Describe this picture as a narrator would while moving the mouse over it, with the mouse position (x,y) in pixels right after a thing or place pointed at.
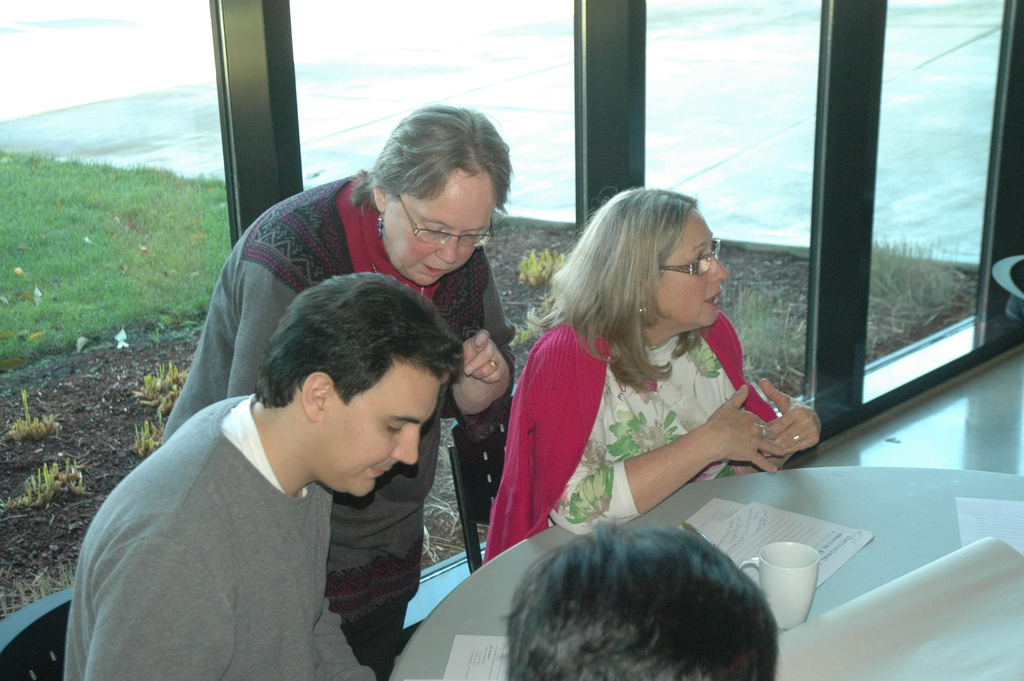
In this image we can see people (531,458) sitting on chairs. There is a table (477,611) on which there are papers (966,553) and mug (791,596). There is a lady (422,248) standing in the background of the image (410,268). In the background of the image (218,172) there is a glass wall (217,180) through which we can see grass (107,305) and plants (68,471).
